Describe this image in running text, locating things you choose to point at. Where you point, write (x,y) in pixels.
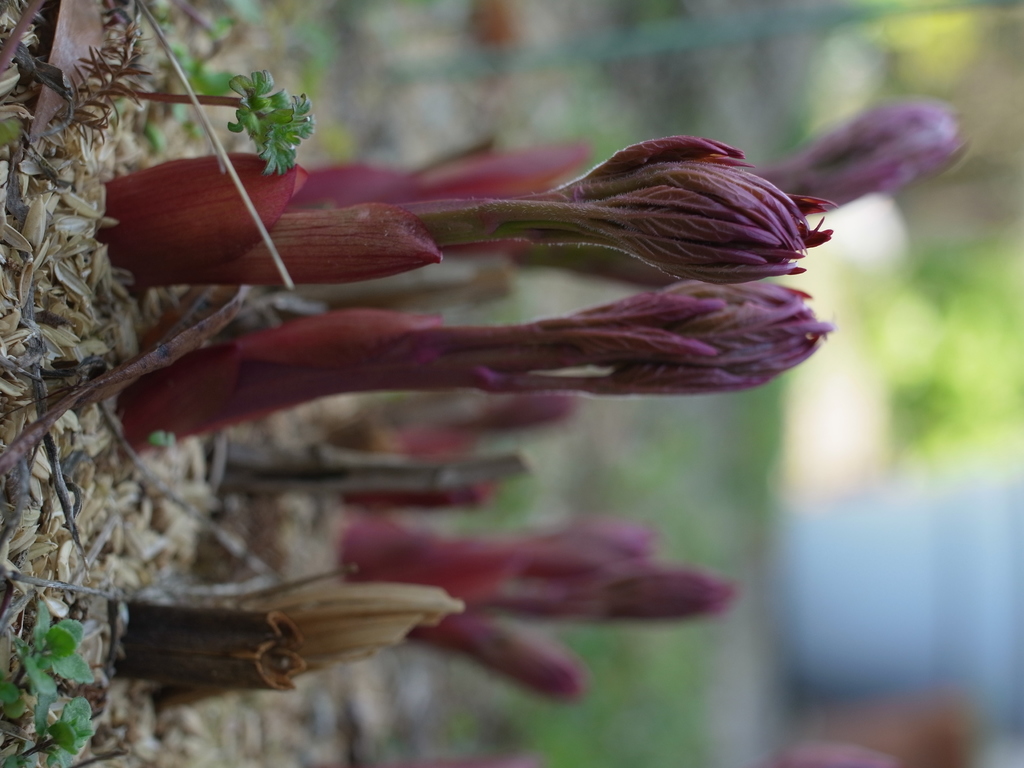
In this picture we can see a tilted image of a plant (254,183) with magenta color flowers (627,194) and leaves (768,300). We can see dry & green leaves (81,713), sticks (74,510) on the ground (225,128).
